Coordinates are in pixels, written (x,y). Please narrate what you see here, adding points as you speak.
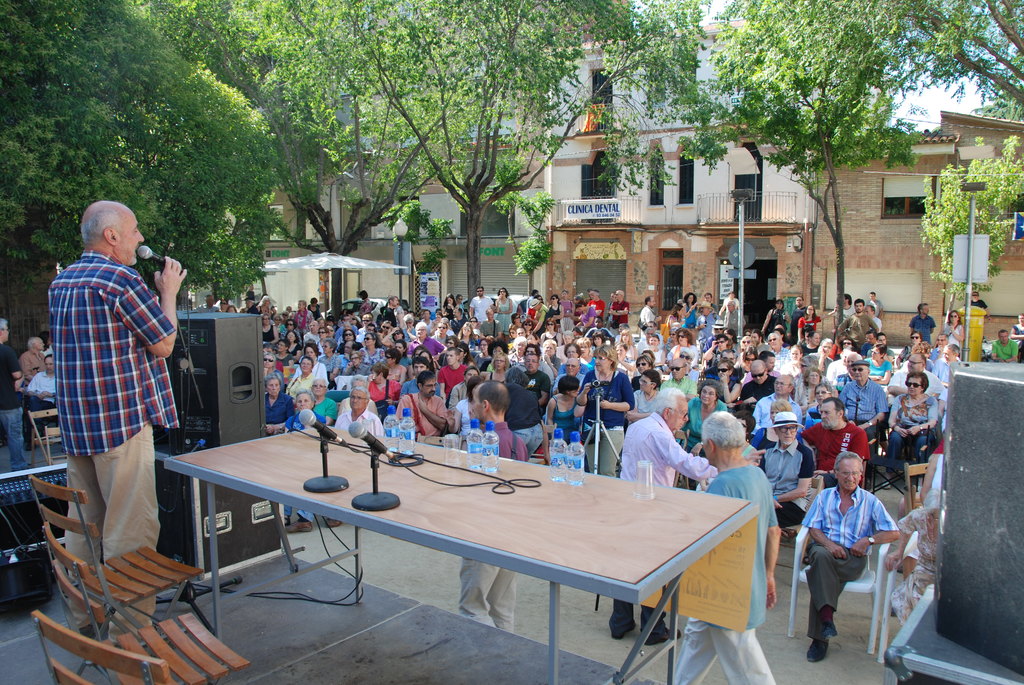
This is the stage (322,614) where three chairs (140,589) are placed. This man (69,417) is speaking using the microphone (164,261) in his hands (175,266). These are the speakers (225,360) and this is the table (472,504) where few bottles (571,460) are placed over it. This is the crowd (553,354) came for the meeting. This is the building (663,217) and these are the few trees (181,137) in the background of the image (250,91).
